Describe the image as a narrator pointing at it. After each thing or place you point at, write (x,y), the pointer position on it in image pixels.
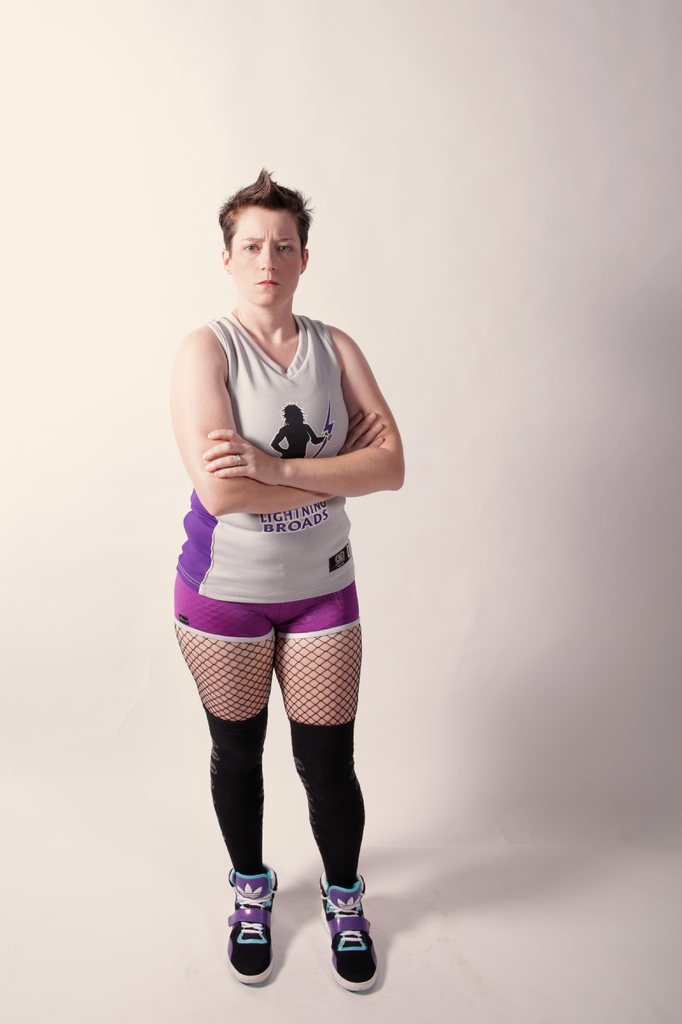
In this image we can see a person (234,704) standing on the floor (182,988).
